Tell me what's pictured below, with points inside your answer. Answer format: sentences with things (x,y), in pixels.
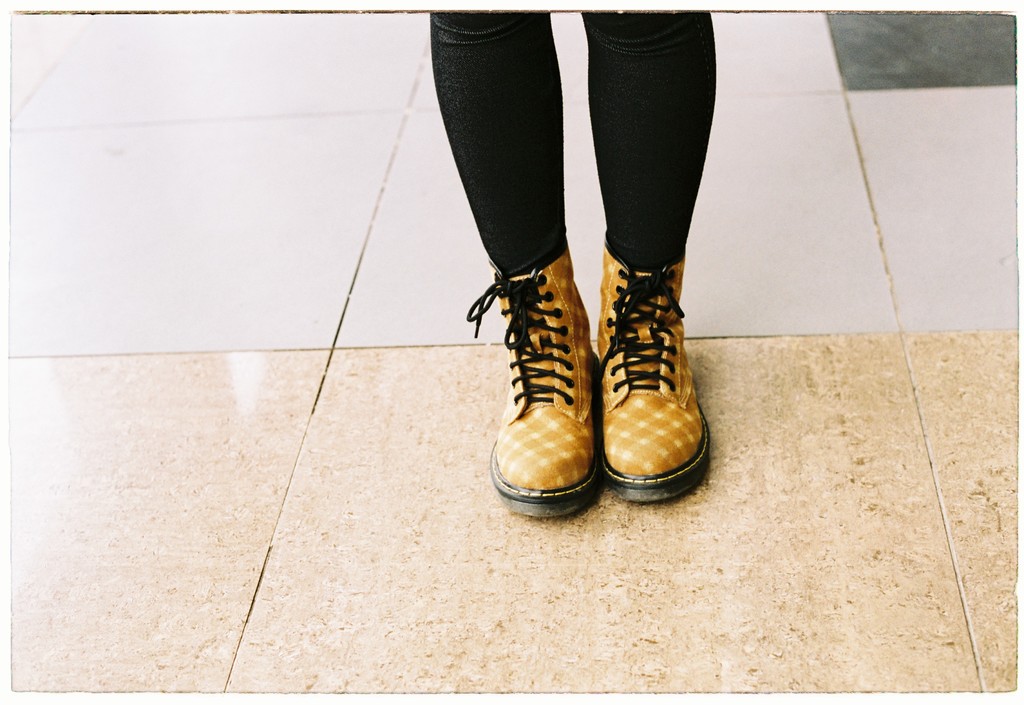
In this picture we can see person legs (553,100) and he wore boots (630,367). This is tile floor (368,413).
